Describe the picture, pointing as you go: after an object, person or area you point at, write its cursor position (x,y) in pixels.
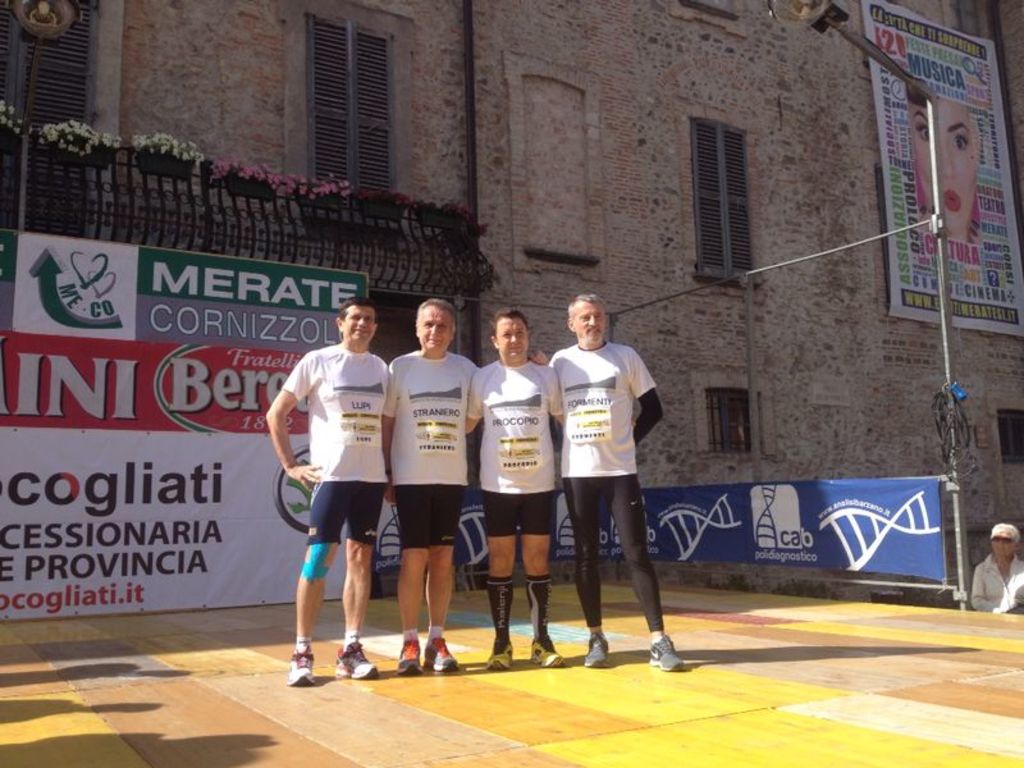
In this picture there are men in the center of the image (650,413) and there are posters (202,311) and buildings (493,346) in the background area of the image (98,508) and there is an other man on the right side of the image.
